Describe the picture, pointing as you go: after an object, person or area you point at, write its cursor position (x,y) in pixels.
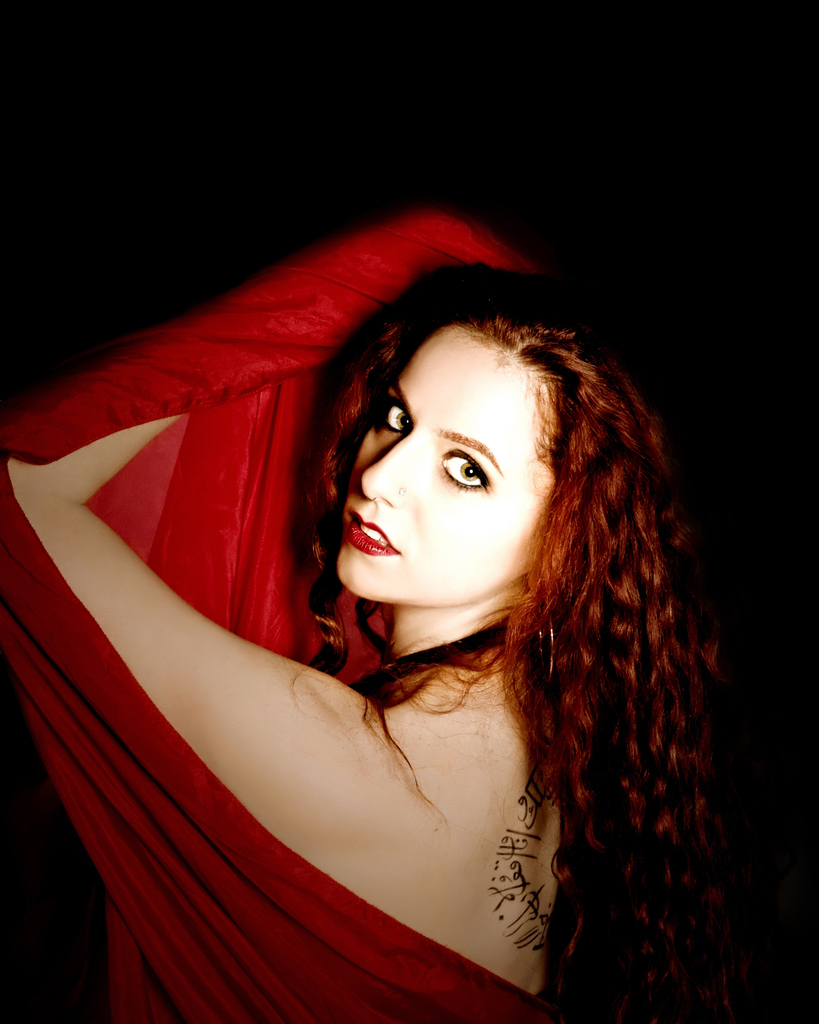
In the image we can see a woman (485,865) wearing clothes (349,910), nose stud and the background (669,83) is dark.
